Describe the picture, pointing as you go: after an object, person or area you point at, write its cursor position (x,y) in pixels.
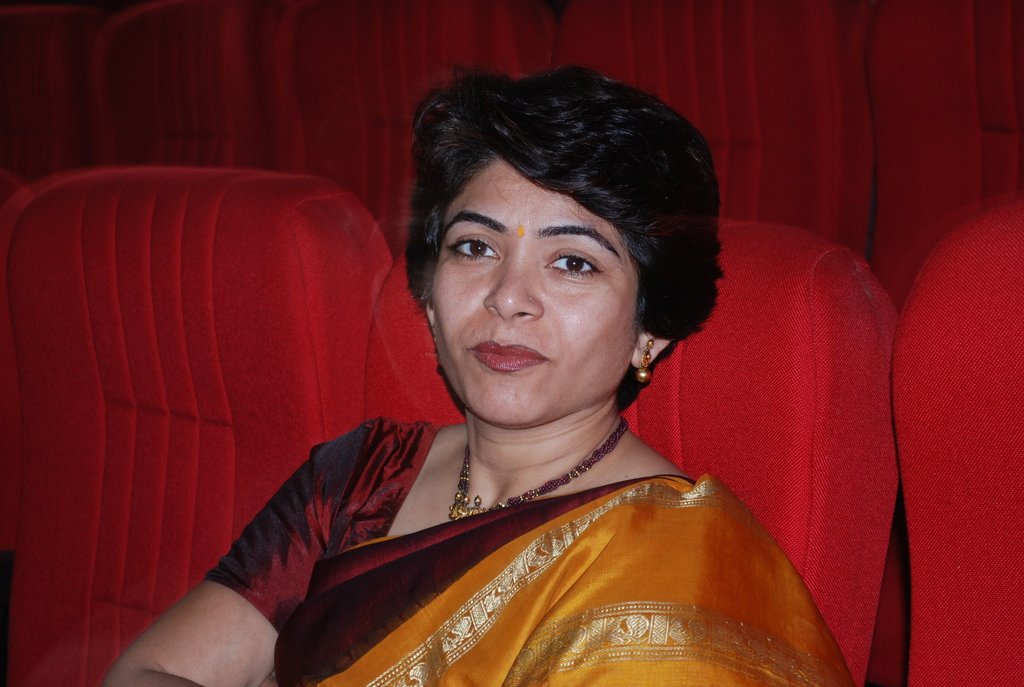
In the center of the image (456,256) there is a woman (429,471) sitting on the chair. In the background (489,60) we can see chairs (771,63).
